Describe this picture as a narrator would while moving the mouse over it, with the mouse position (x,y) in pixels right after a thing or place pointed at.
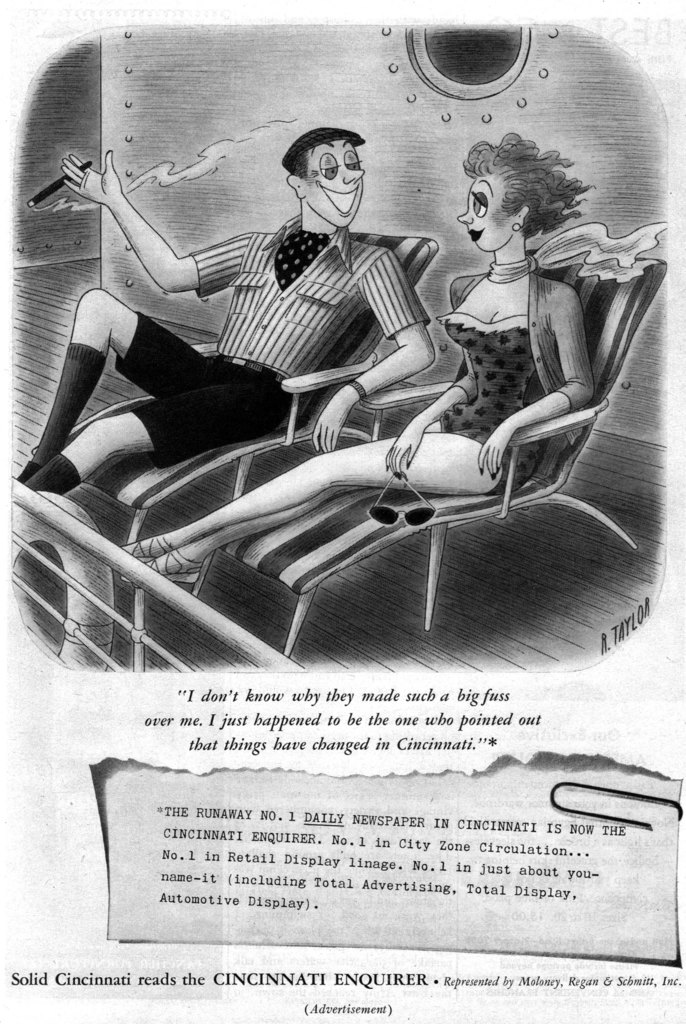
The picture is a newspaper column (380,594). The picture there is a cartoon (238,309) of two people (265,381) sitting in beach chairs (248,451). At the bottom (342,817) there is text (352,882).
